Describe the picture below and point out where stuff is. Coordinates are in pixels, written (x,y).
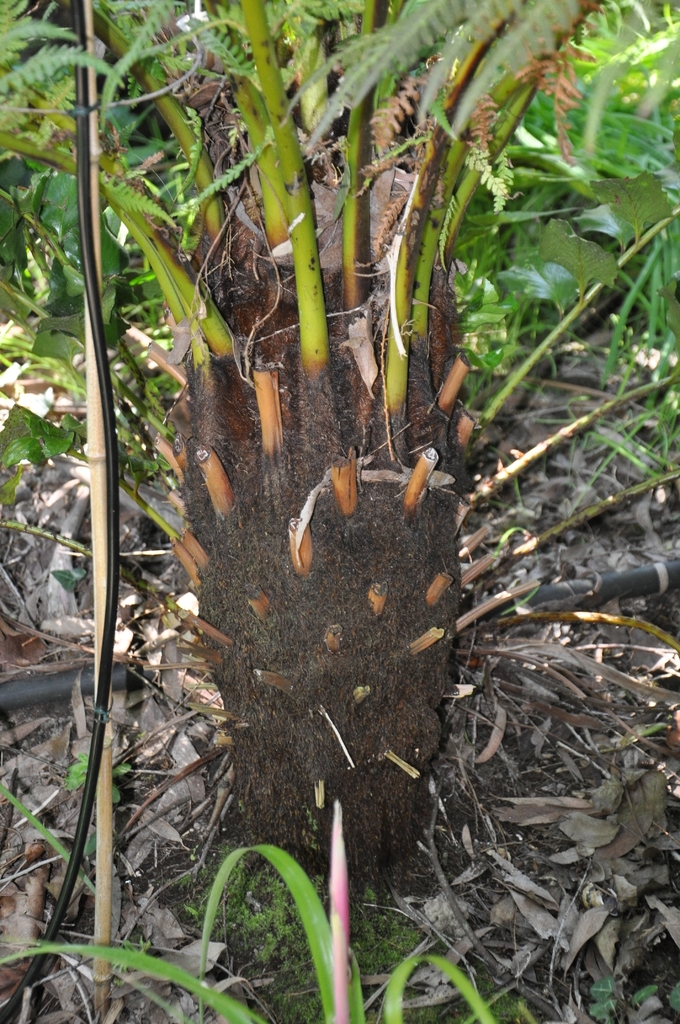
This image consists of a plant (386,756). At the bottom (519,794), there is ground (541,867). And there are dry leaves (543,923) on the ground (453,850).
